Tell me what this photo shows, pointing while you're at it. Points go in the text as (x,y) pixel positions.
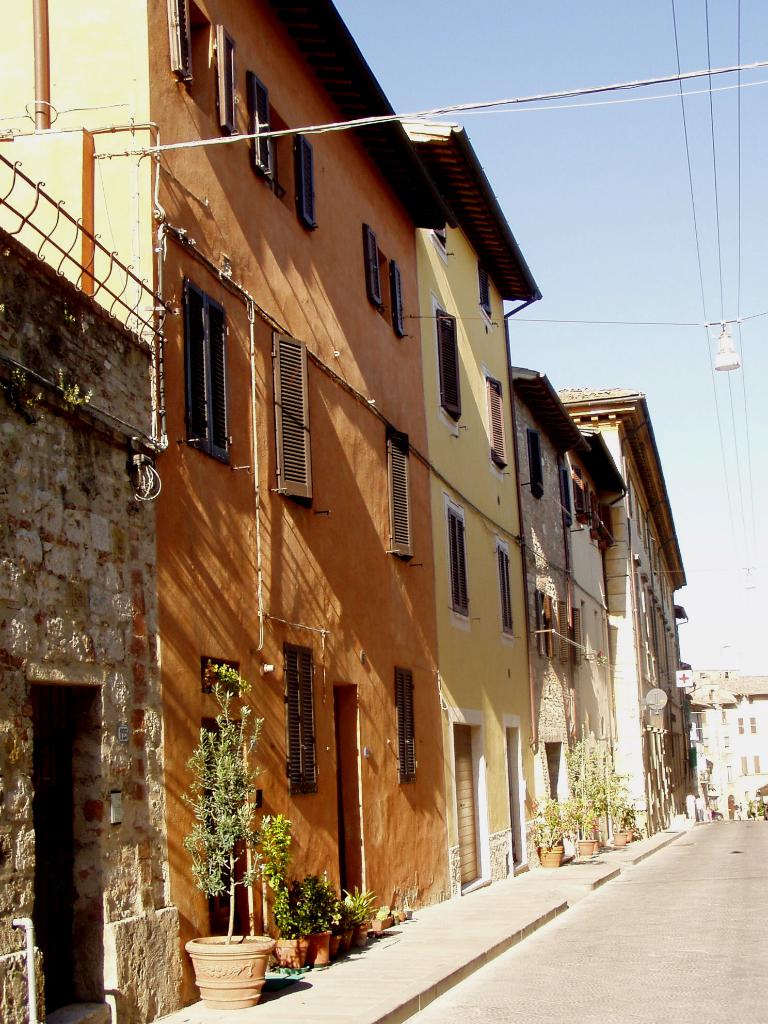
In this image, we can see buildings (378,736), walls (333,736), pipes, windows (310,735), plants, pots (307,941), walkway (648,840), road (683,898) and doors (467,854). On the right side of the image (671,282), we can see the sky (644,272) and wires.
